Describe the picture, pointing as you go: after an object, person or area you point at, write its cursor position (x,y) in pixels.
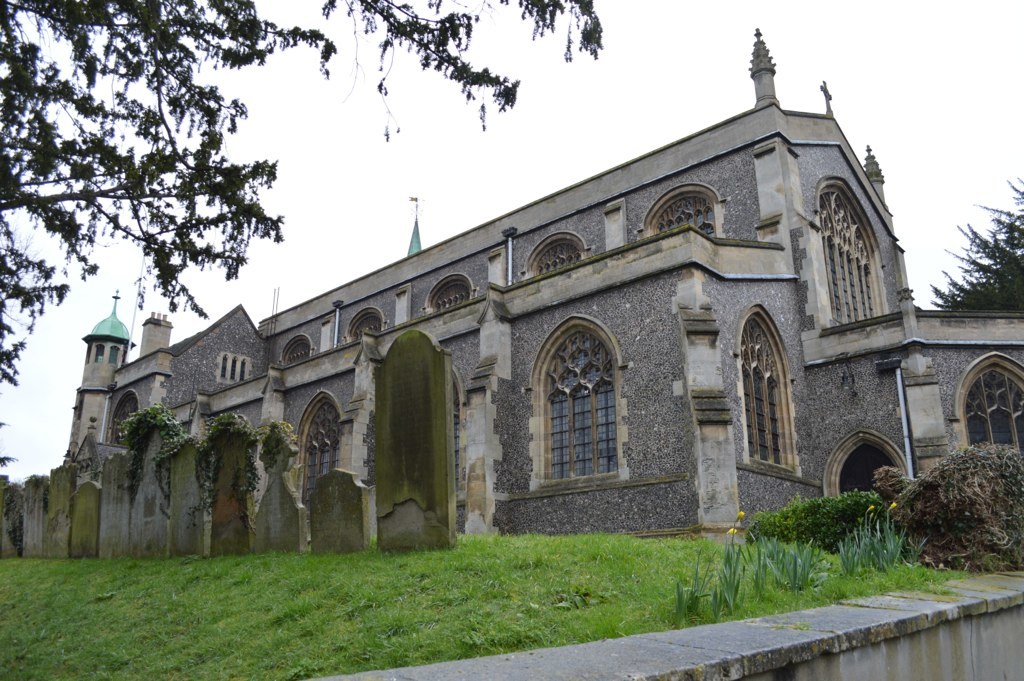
In this image I can see a building (546,310). I can see some grass (442,621) on the ground (442,621). I can see two trees (1019,263). I can see clouds (626,112) in the sky (700,96).
